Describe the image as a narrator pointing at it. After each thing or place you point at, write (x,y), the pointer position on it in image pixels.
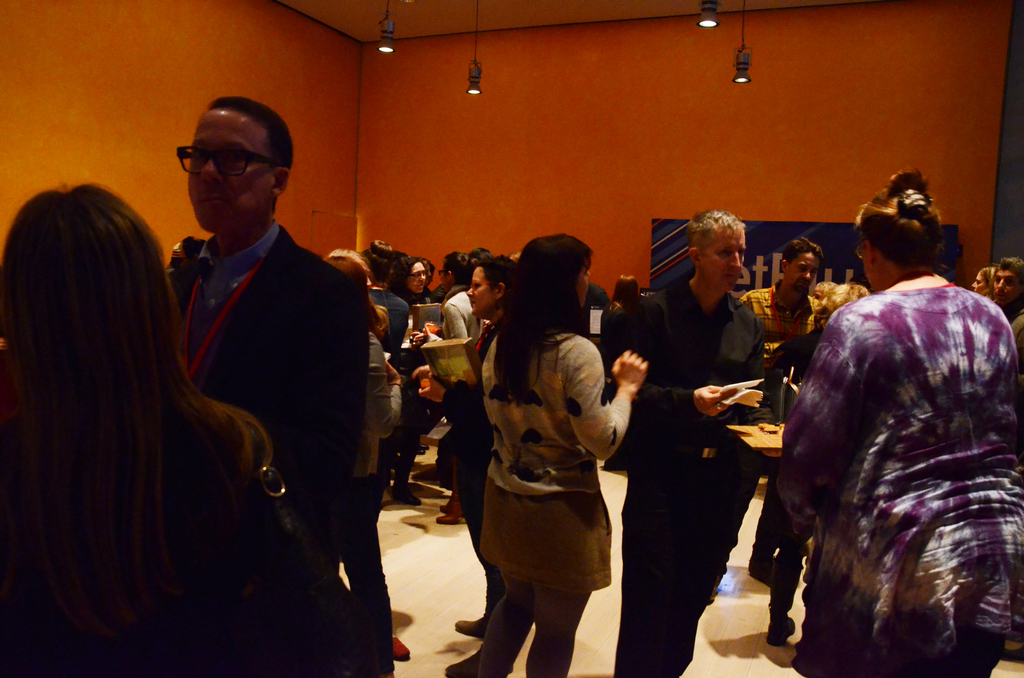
In this image I can see number of people (549,334) are standing and I can see few of them are holding things (425,321). In the background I can see a board (653,230) and on it I can see something is written. I can also see four lights (388,33) on the top side of this image (386,20).
